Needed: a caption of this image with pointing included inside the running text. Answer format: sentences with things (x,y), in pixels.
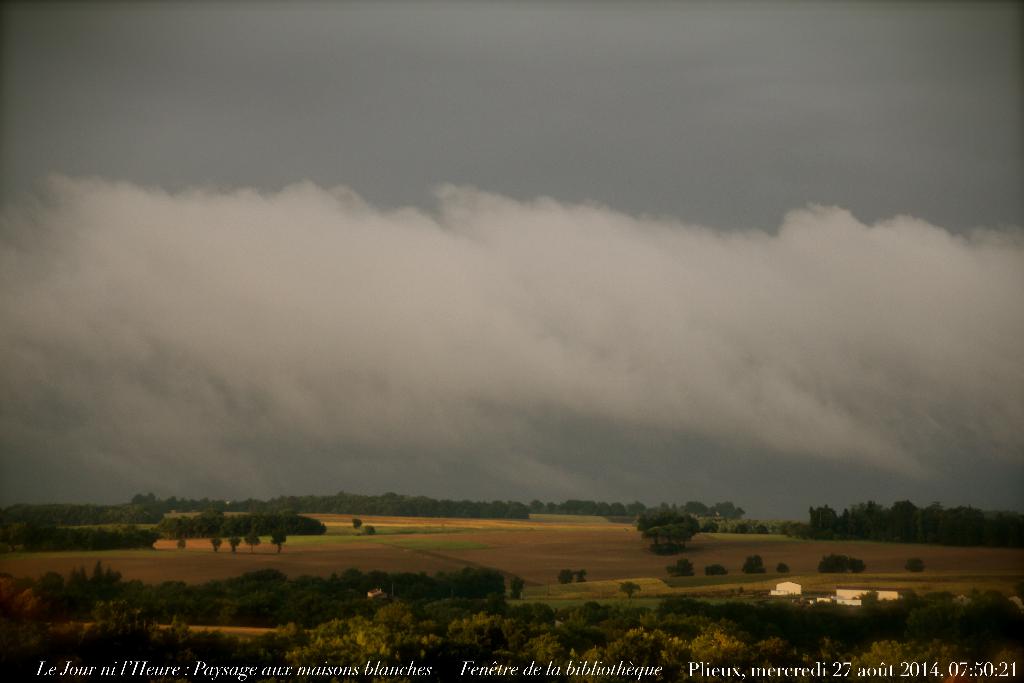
In this image we can see trees (502,510) and there are fields (389,547). In the background (438,232) there is sky (477,342). At the bottom (859,595) there is text (286,675) and we can see sheds (828,597).
